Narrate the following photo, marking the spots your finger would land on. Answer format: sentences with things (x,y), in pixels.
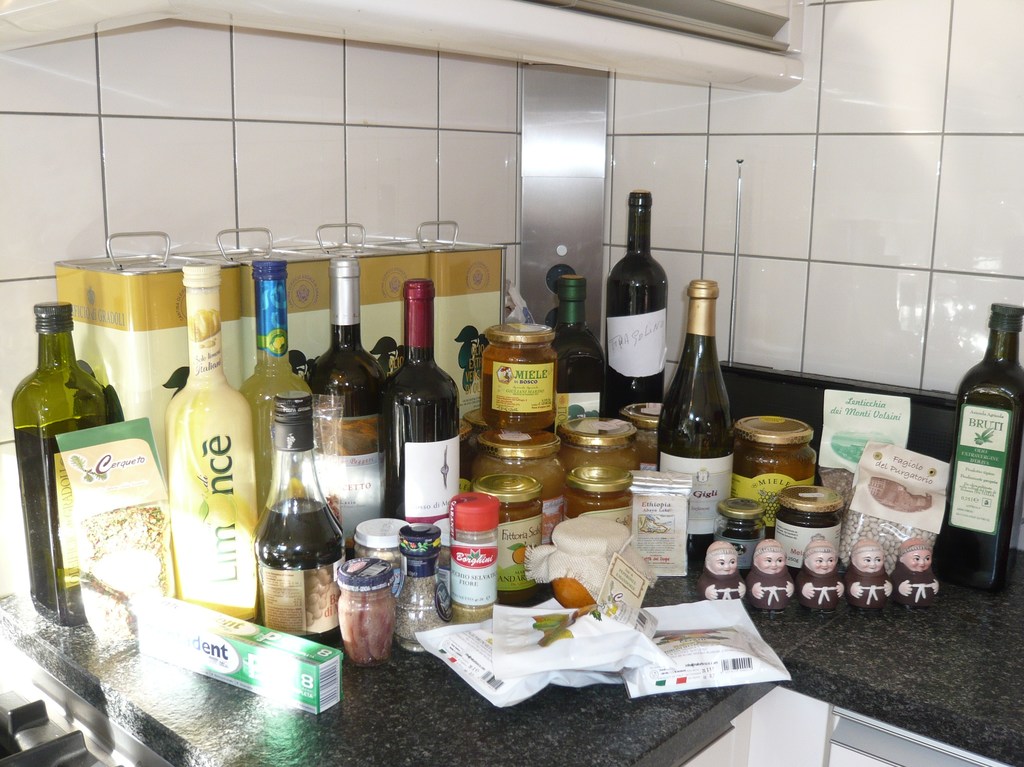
On the counter table (308,746) we can find bottles (991,433) and some jars (453,607). There are also some packets (600,678). There is a toothpaste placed on a counter table (206,702) behind the bottles (285,388) there are some tins (110,387). In the background (128,185) we can find tiles (859,102).
